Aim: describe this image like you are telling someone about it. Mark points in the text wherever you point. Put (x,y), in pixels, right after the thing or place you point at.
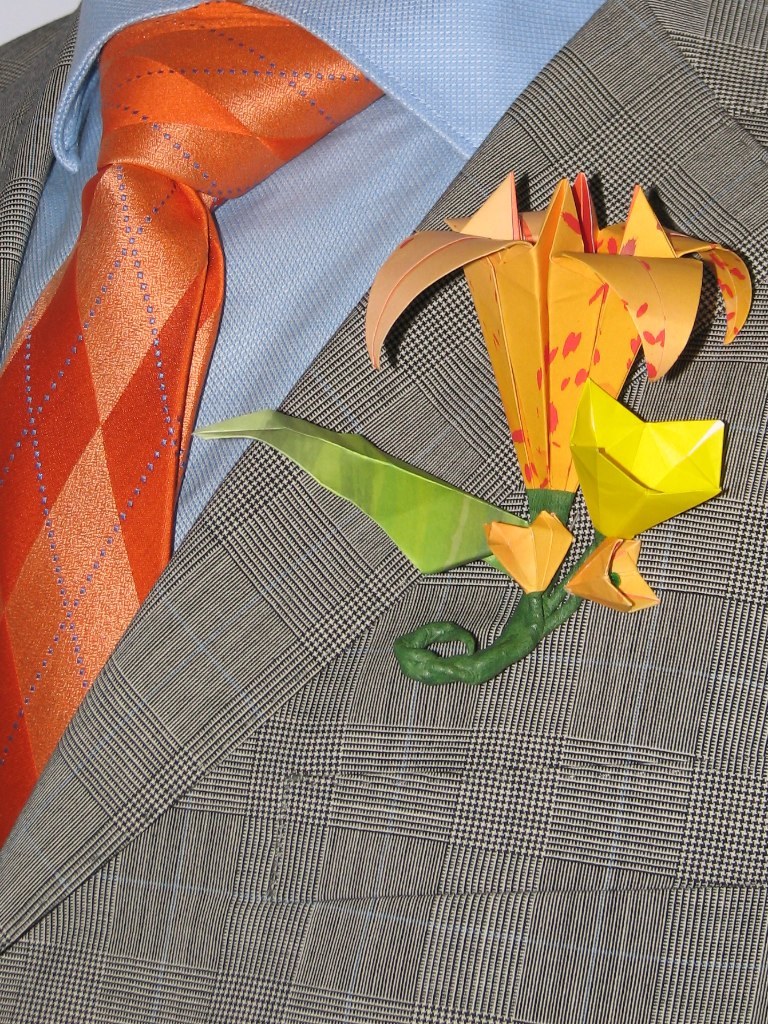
As we can see in the image there is orange color tie (117,232), grey color jacket (475,603) and flower (516,386).
